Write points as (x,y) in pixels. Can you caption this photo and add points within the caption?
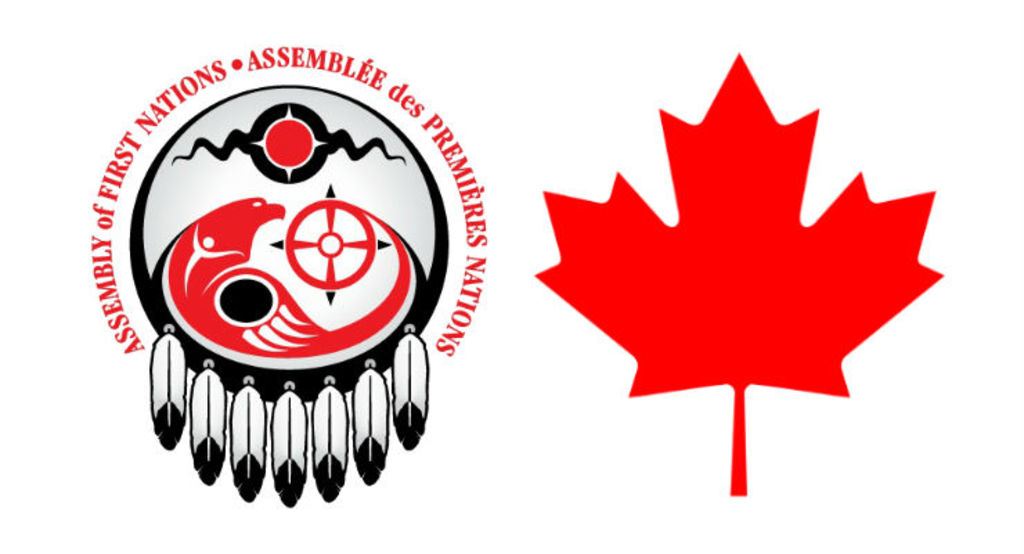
On the left side of the picture (140,291), we see the logo (205,315) of the Assembly of First Nations. On the right side (789,250), we see an illustration (659,352) of a leaf (814,391). It is in red color. In the background (434,482), it is white in color.
